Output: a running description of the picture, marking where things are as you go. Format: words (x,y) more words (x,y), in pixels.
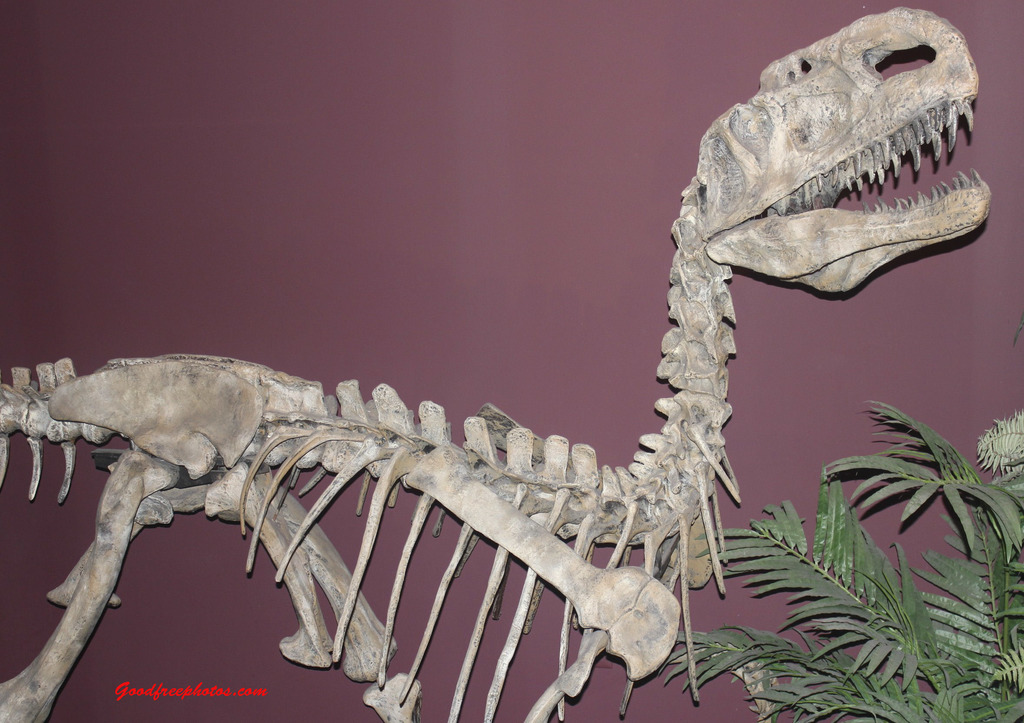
In this picture, we see the skeleton (472,506) of the dinosaur (317,536). In the right bottom (859,565), we see a plant (867,558). In the background (406,315), it is in purple or brown color. At the bottom (154,686), we see some text (150,687) written in red color.
